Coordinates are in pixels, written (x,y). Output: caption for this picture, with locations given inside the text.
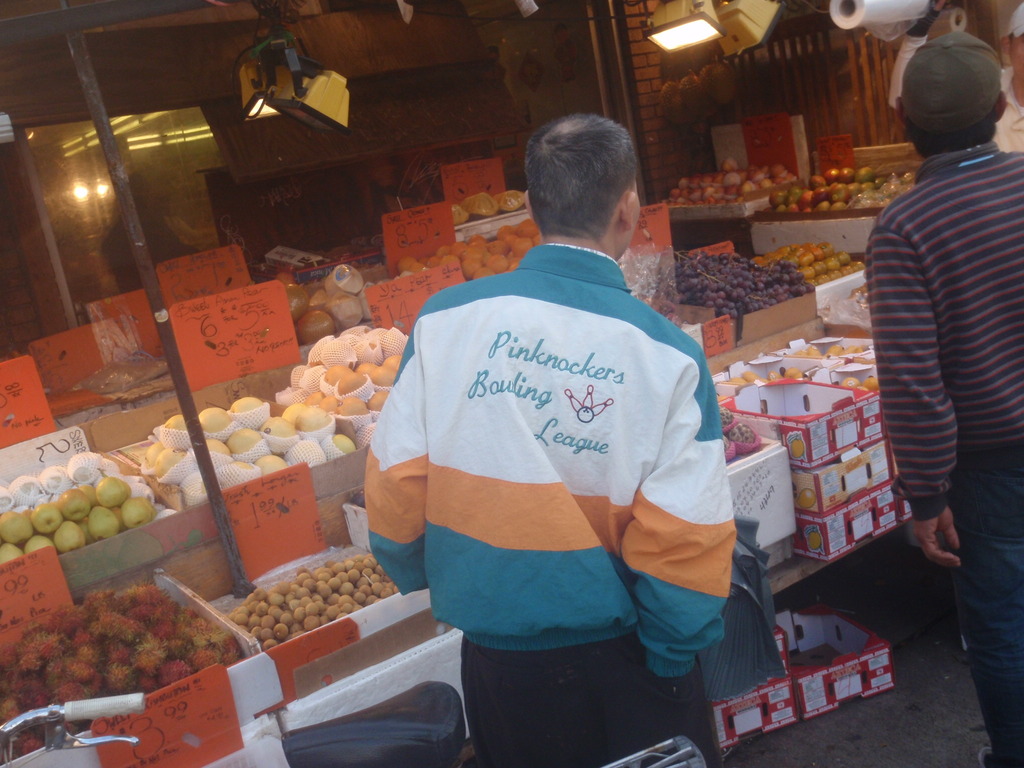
In this picture we can see two people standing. There is a vehicle (344,724) visible in the bottom left (326,760). We can see some fruits (81,509) in the boxes (123,424). There is some text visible on the boards (196,328). We can see a few poles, lights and other objects (831,47) in the background (109,353).
